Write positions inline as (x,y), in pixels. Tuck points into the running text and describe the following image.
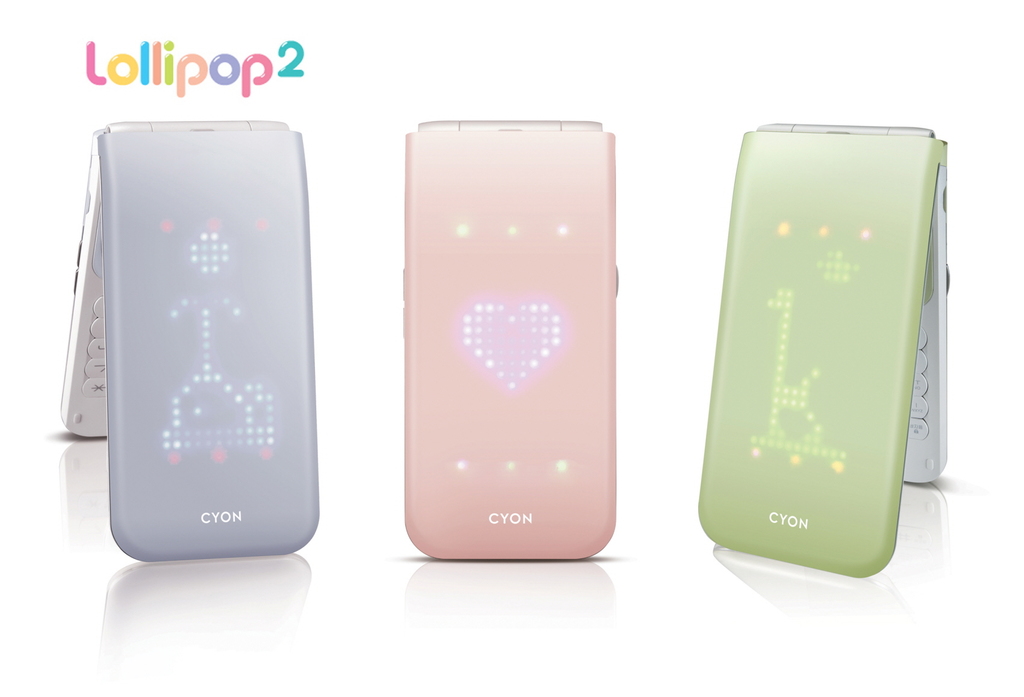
In this picture there are devices (476,323). At the top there is text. At the bottom (519,674) it looks like a table (108,582) and their reflections (219,586) of device (604,322) on the table (434,669) and there is text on the devices (461,283).
